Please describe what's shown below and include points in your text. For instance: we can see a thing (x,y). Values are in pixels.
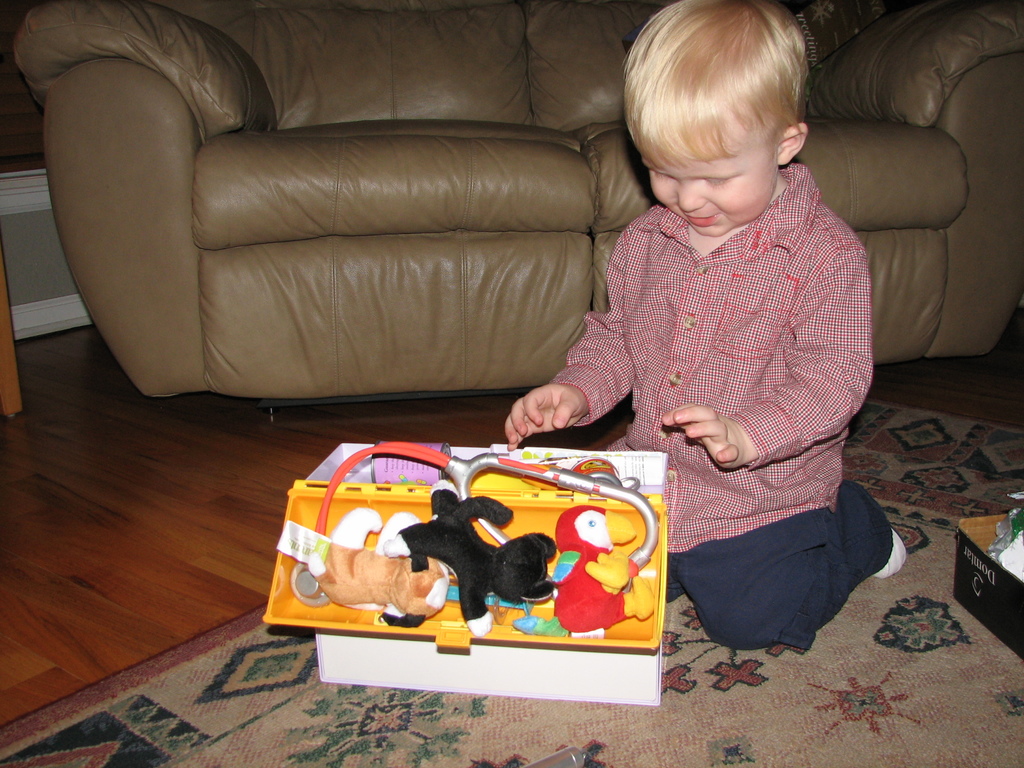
In the foreground of this image (732,271), there is a boy (715,494) kneeling down on a mat (817,681) and there are toys (512,591) and a kit (638,527) in front of him and there is a card board box (981,568) beside him. In the background (921,152), there is a couch (379,217) and the floor (135,486).
